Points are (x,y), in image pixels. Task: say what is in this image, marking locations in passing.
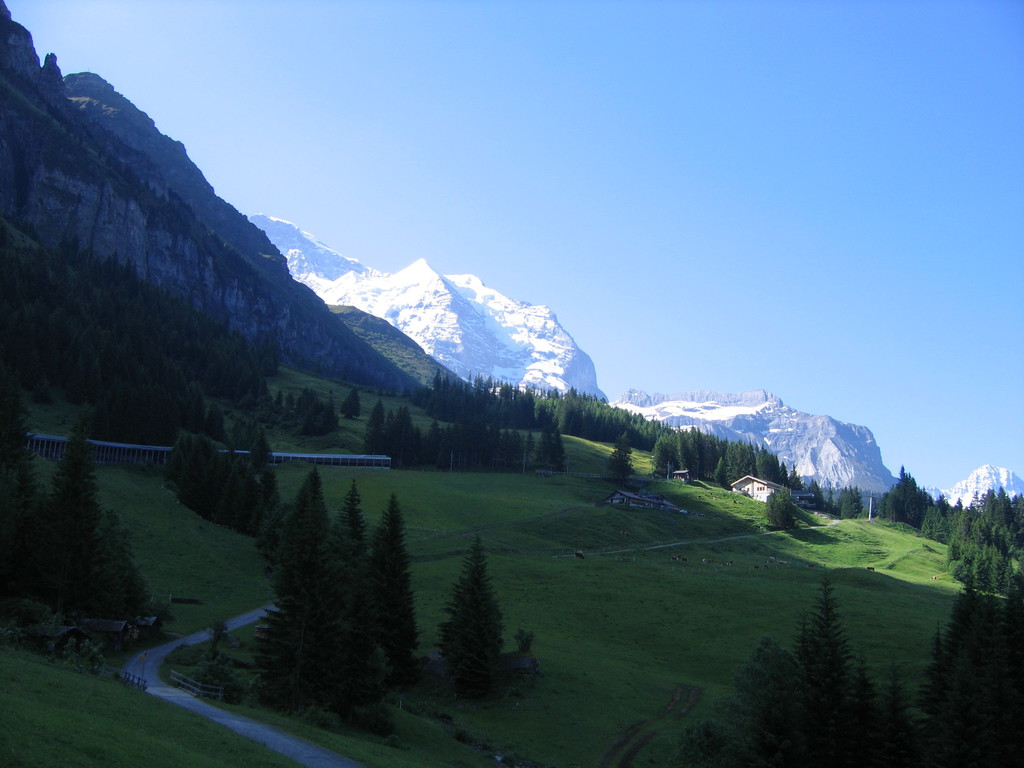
In this image I can see the road (254,721), some grass (338,749), few trees (1010,646), a building (764,497) which is cream in color and in the background (281,333) I can see few mountains (304,341), some snow (554,369) on the mountains (437,314) and the sky (709,192).
